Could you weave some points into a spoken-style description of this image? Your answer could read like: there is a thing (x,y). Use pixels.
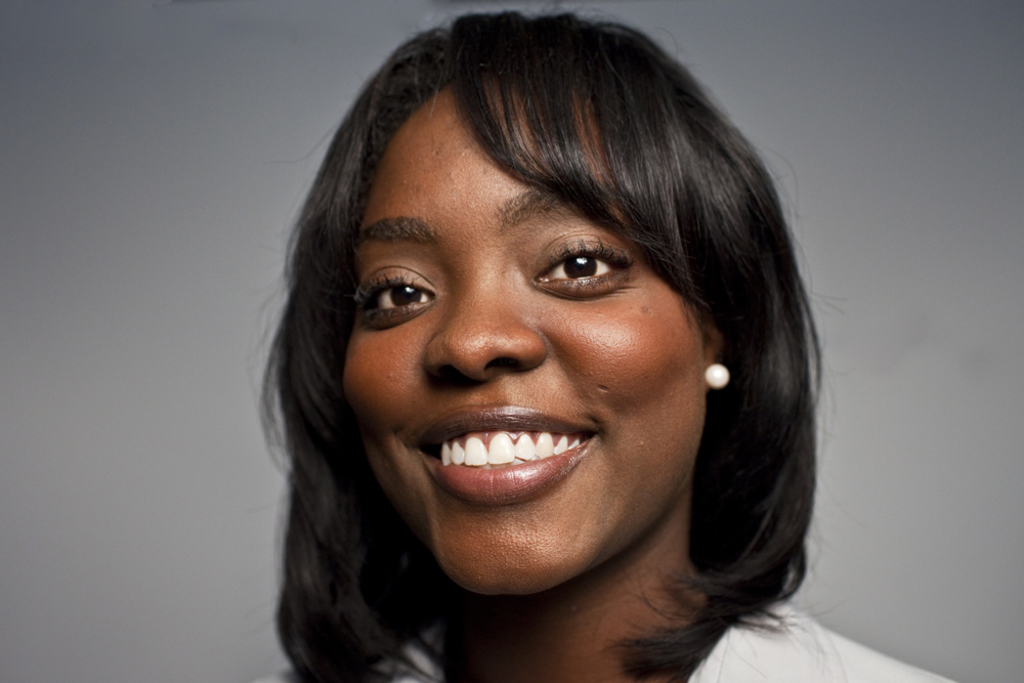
In this image we can see a lady (575,563) smiling. In the background (839,337) there is a wall (218,288).
